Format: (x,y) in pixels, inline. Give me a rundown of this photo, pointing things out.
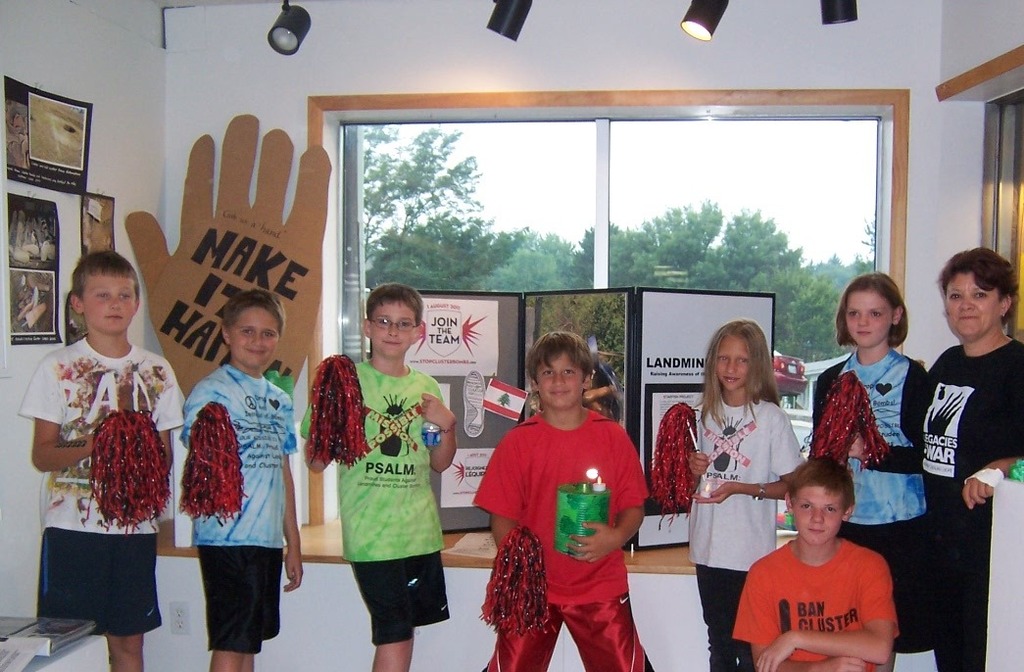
In the center of the image (387,354) we can see kids (713,530) standing and holding pom poms (535,593) in their hands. The boy (498,633) standing in the center (563,382) is holding a tin can (577,534) in his hand (577,543). In the background (532,335) there are boards (552,320) and wall frames (24,219) placed on the wall (5,364). At the top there are lights (712,17). In the center (605,242) there is a window (642,247) and we can see trees (659,253) through the window (502,238). On the right (925,421) there is a lady (951,468) standing.
